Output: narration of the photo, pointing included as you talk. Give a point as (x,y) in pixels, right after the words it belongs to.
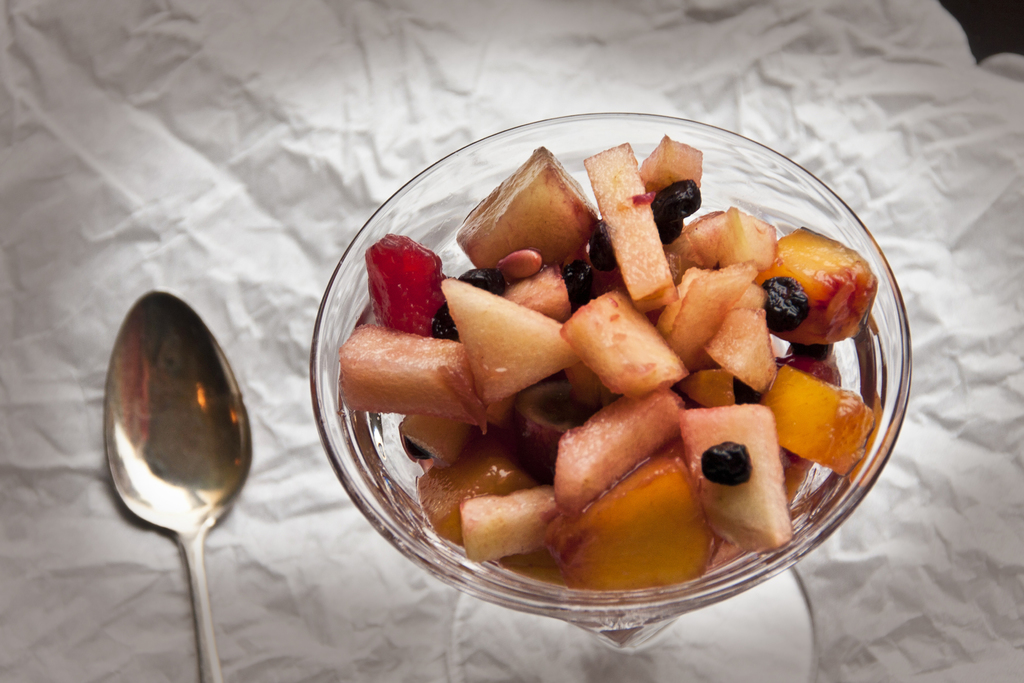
In this image we can see group of fruits (761,400) placed in a bowl (563,587) kept on the table (366,610). To the left side of the image (209,384) we can see a spoon (229,452).
